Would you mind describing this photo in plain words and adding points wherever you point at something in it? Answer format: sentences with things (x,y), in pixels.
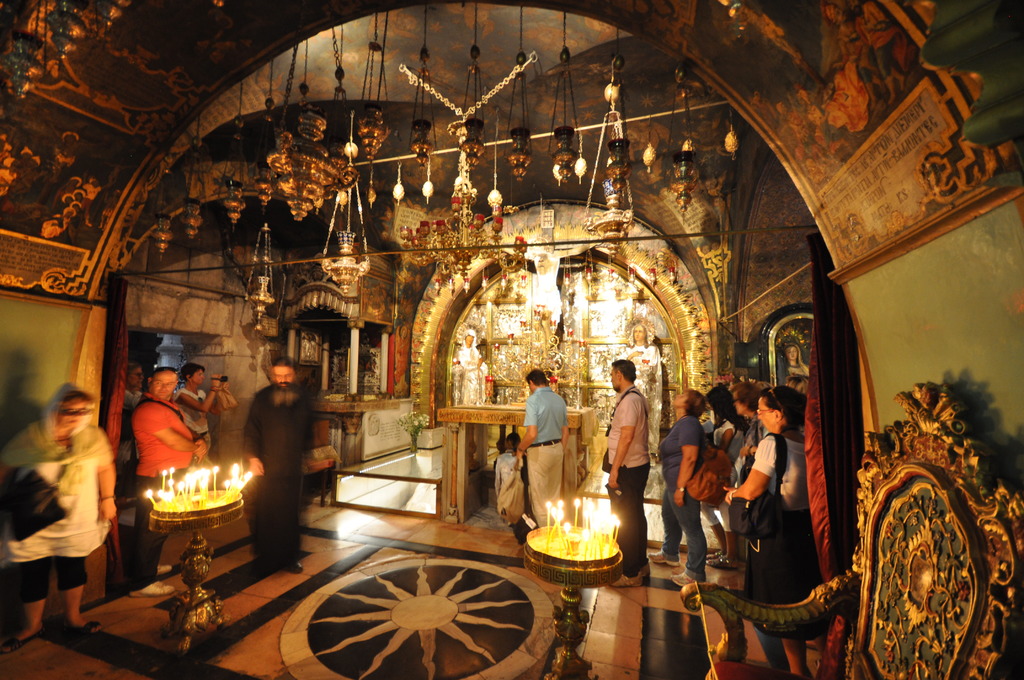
In this image there are a group of people (72,450) standing in a hall (362,658), beside them there is a stand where some candles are glowing, and some objects (372,120) hanging from the roof (512,91), also there are some antique things (578,238) near the wall (15,380).
